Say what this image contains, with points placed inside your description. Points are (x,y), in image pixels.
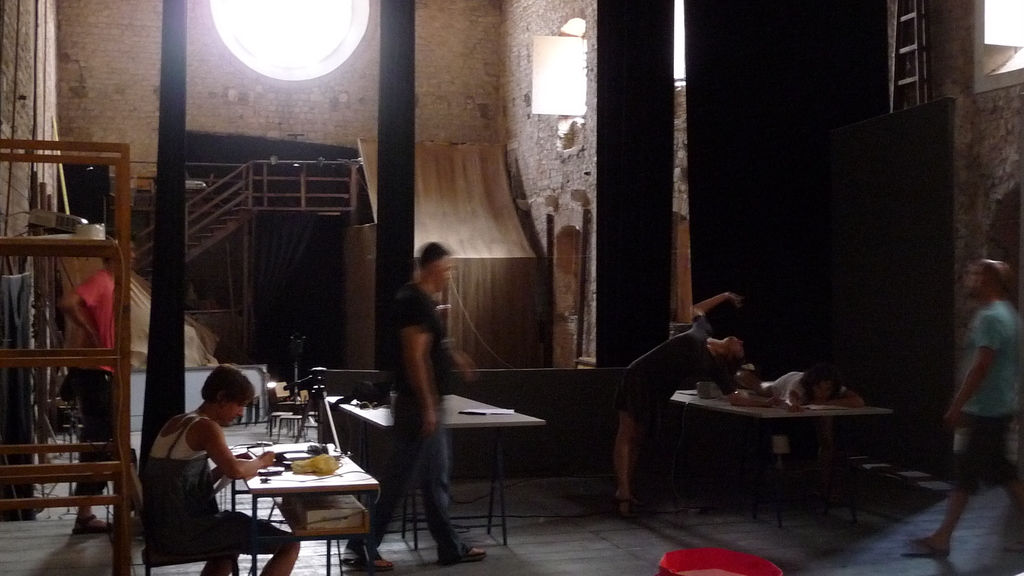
In this Image I see few people (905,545) and there are tables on which there are few things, In the background (950,68) I see the wall (968,113), stairs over here and a big hole (247,4) over here.
